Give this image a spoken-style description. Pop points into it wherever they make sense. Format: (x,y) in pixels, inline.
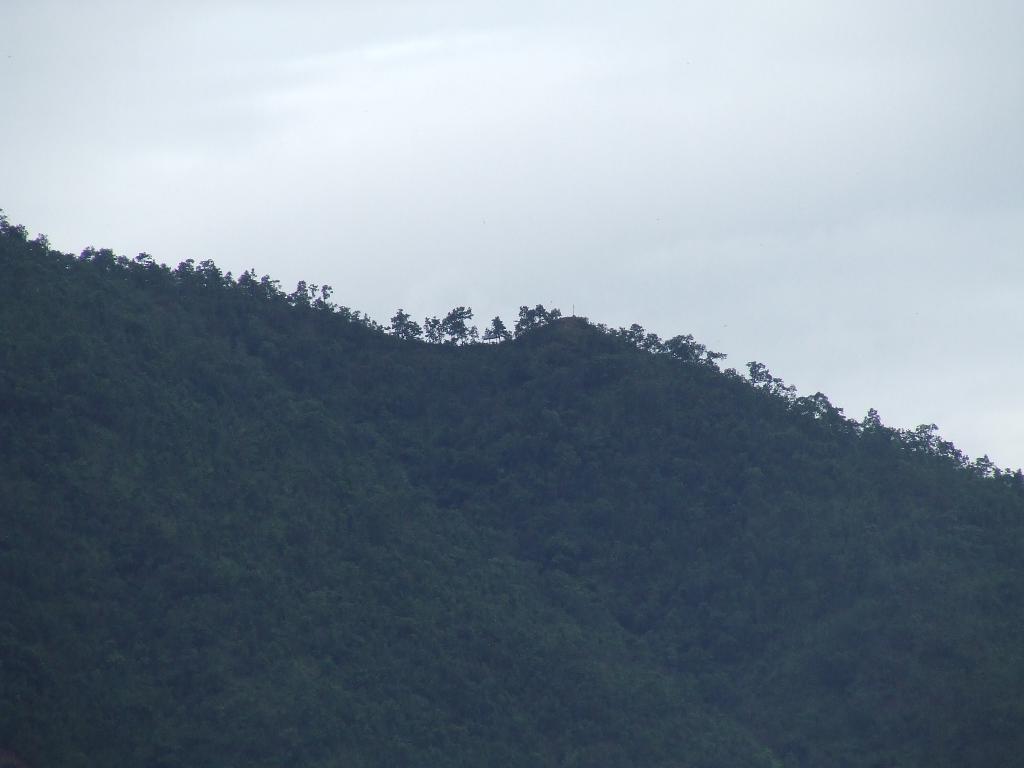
This image consists of mountain (249,594) which is covered with plants (388,514). At the top (520,155), there are clouds (497,148) in the sky (372,165).
